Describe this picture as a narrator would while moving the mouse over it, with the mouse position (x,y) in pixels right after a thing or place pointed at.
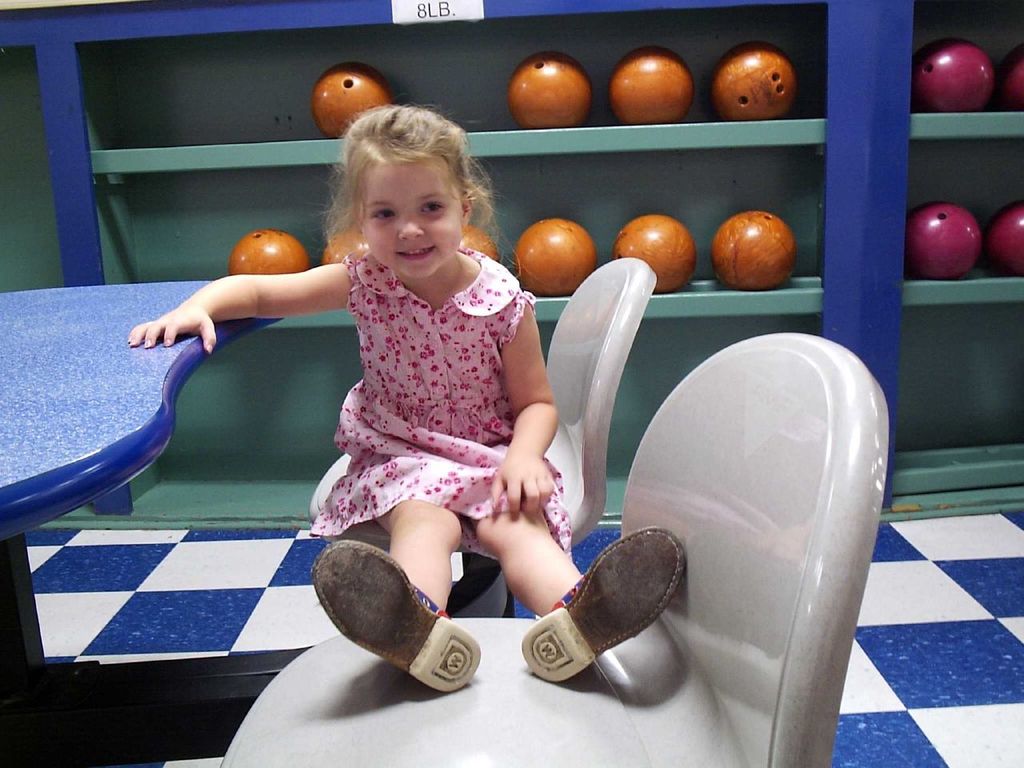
In the picture we can see inside view of the bowling alley (1011,667) with a table (100,706) and two chairs (698,607) and on the chairs (754,451) we can see a girl child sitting on it and behind her we can see a rack (739,291) with some balls (675,113) in it and to the floor (111,627) we can see tiles (122,589) which are blue and white.
